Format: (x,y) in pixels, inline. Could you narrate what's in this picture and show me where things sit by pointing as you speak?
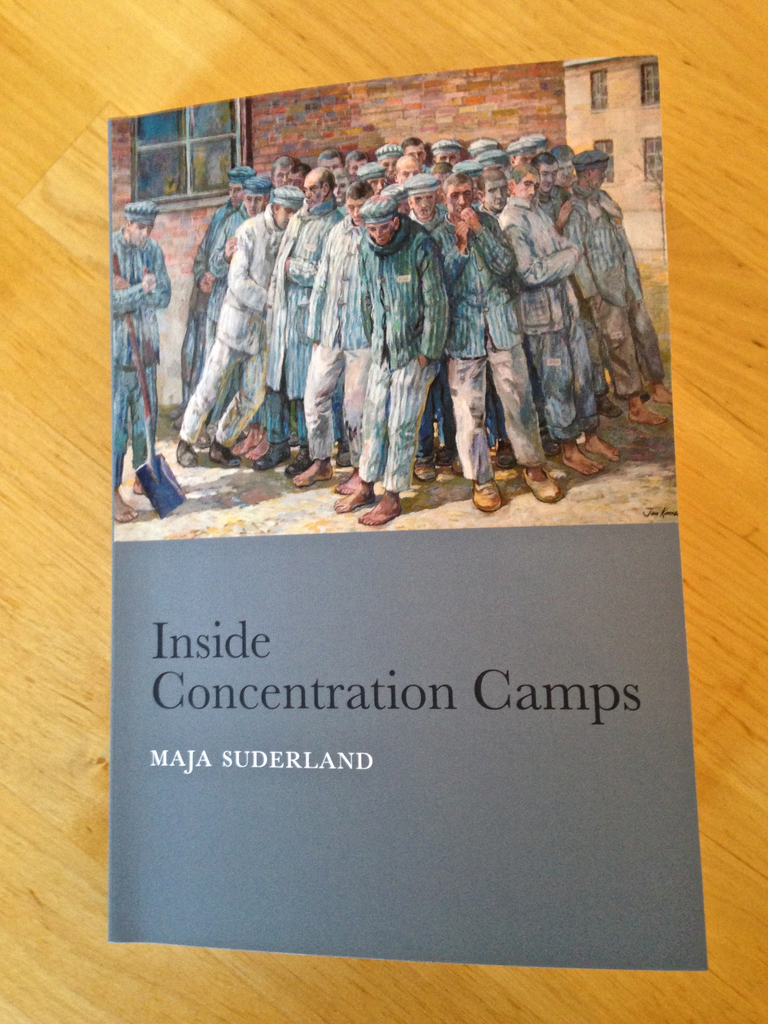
In the foreground of this image (405,574), there is a book (407,783) on the wooden surface (56,720) and on the book (421,452), there is painting (410,258) of persons (400,267) standing and text (295,759) is on the bottom (284,762).
